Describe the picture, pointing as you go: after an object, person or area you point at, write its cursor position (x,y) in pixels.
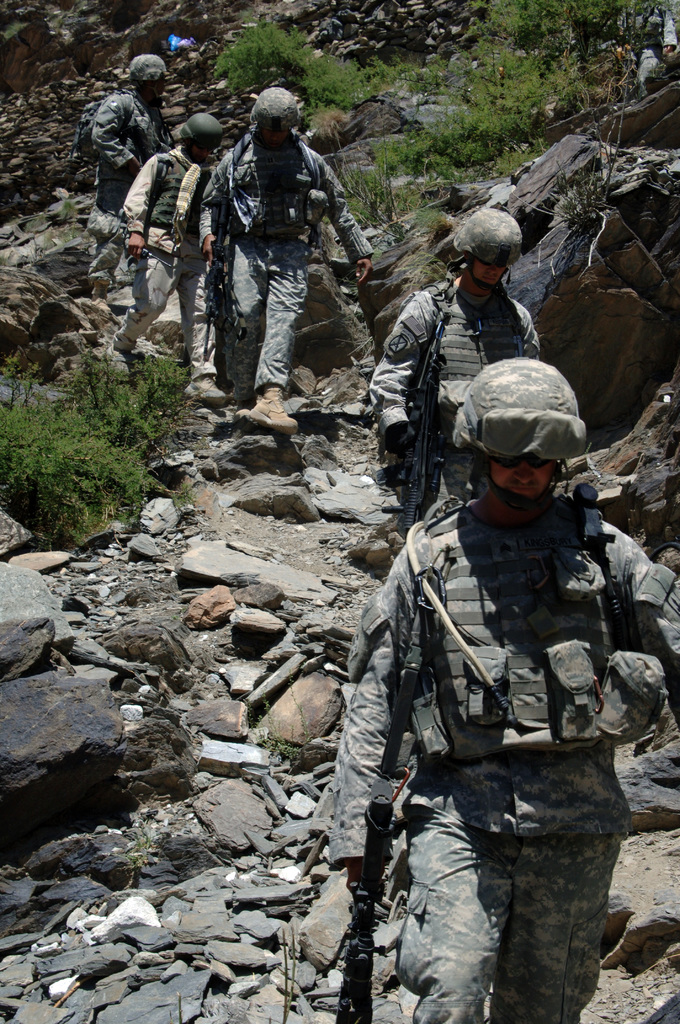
In the picture there are few soldiers (349,236) walking through a path (271,782) filled with many stones (81,263) and rocks (200,83), they are holding some weapons (219,257) and on the right side (459,169) there are some plants (415,84).
